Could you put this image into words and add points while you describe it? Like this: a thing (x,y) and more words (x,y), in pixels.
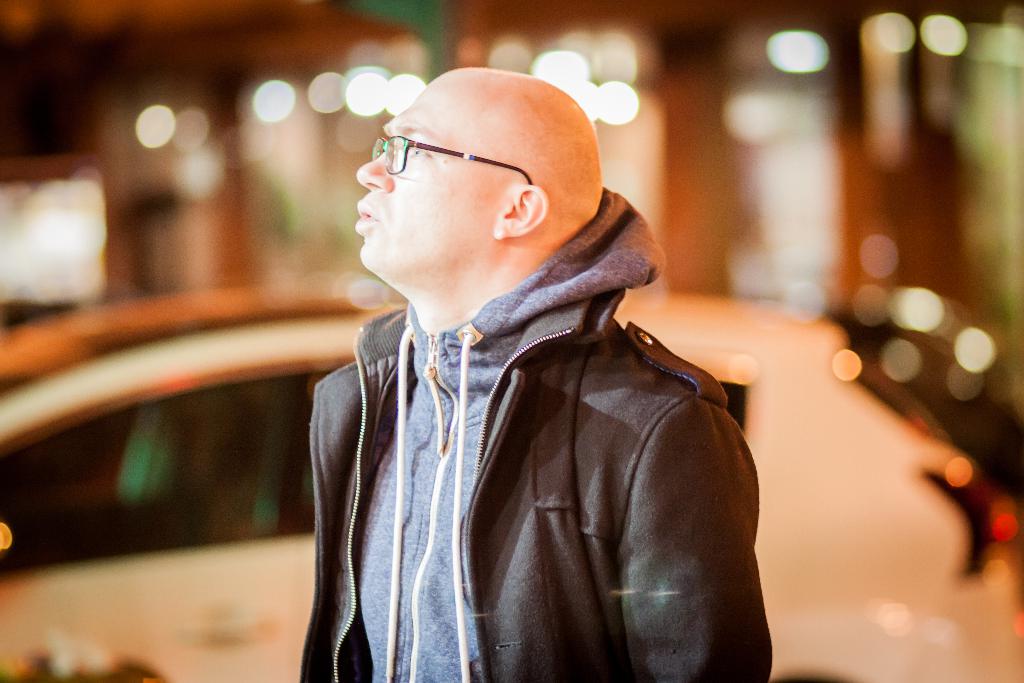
In this picture we can see a man (661,511) wearing black jacket (623,439), standing in front (439,319) and looking on the left side (336,398). Behind we can see the white color car (309,551) is parked and blur image in the background (323,183).
